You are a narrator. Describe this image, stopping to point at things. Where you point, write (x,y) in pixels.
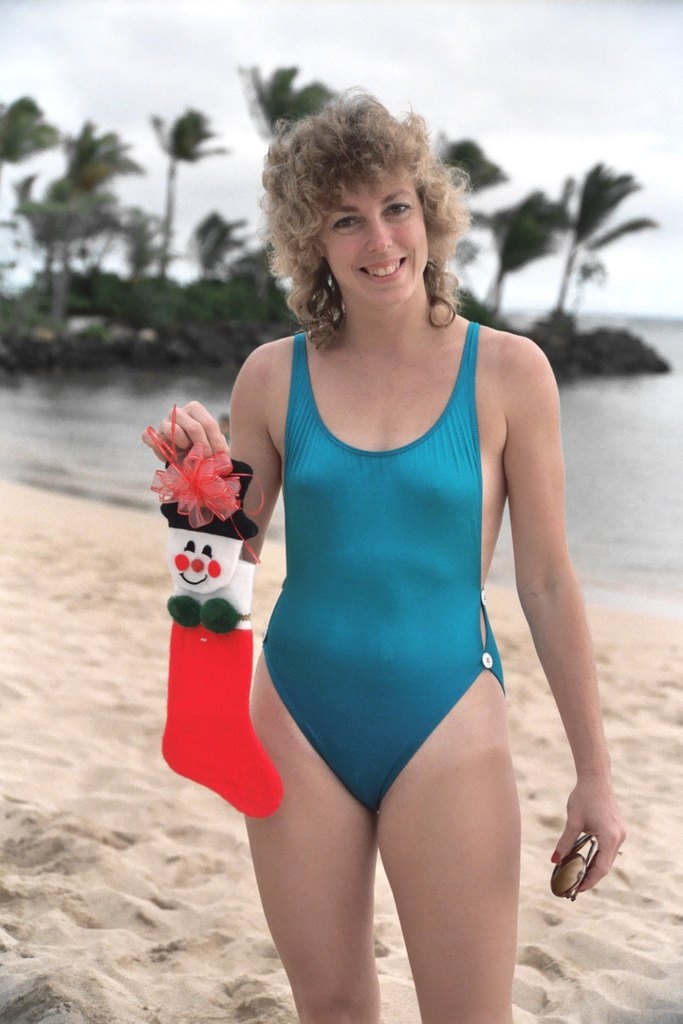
This image is taken at the seashore (284,580). At the center of the image (400,460) there is a lady (389,792) holding an object (249,748) on the both hands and standing on the sand (546,940). In the background of the image (635,444) there is a sea (643,406), trees (93,275) and sky (531,93).
